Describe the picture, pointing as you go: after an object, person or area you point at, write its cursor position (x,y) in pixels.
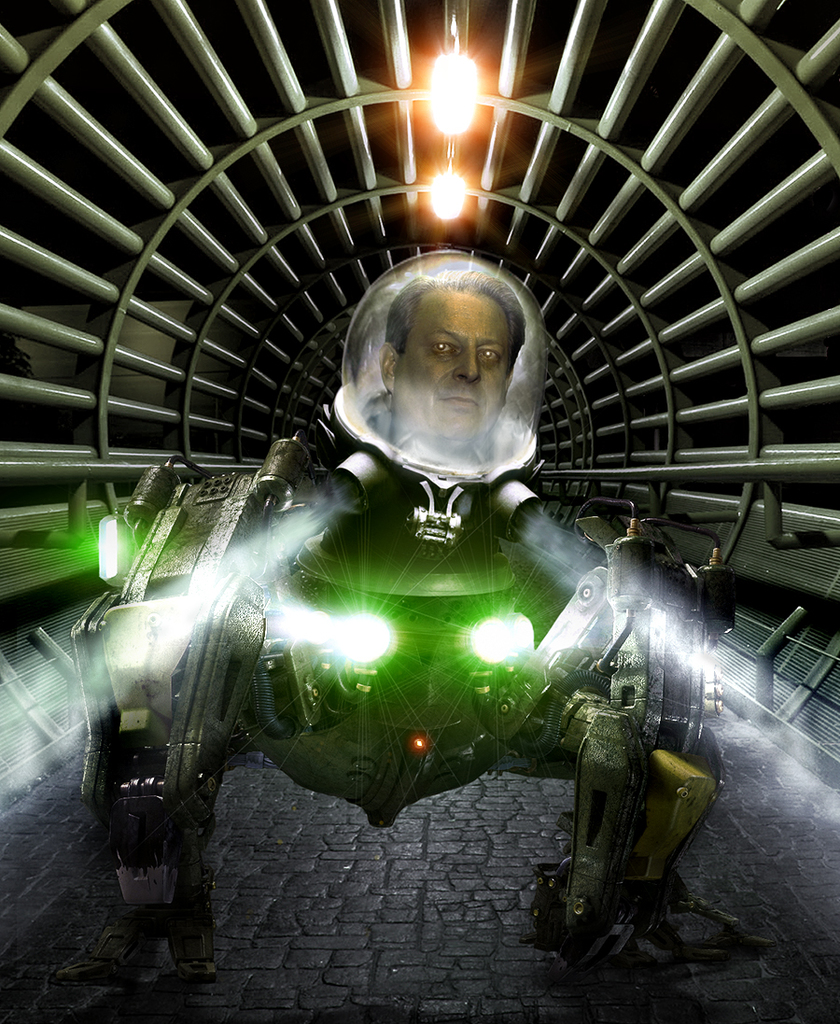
In this image I can see a machine (489,442) and a face (501,307) of a man (467,282).
